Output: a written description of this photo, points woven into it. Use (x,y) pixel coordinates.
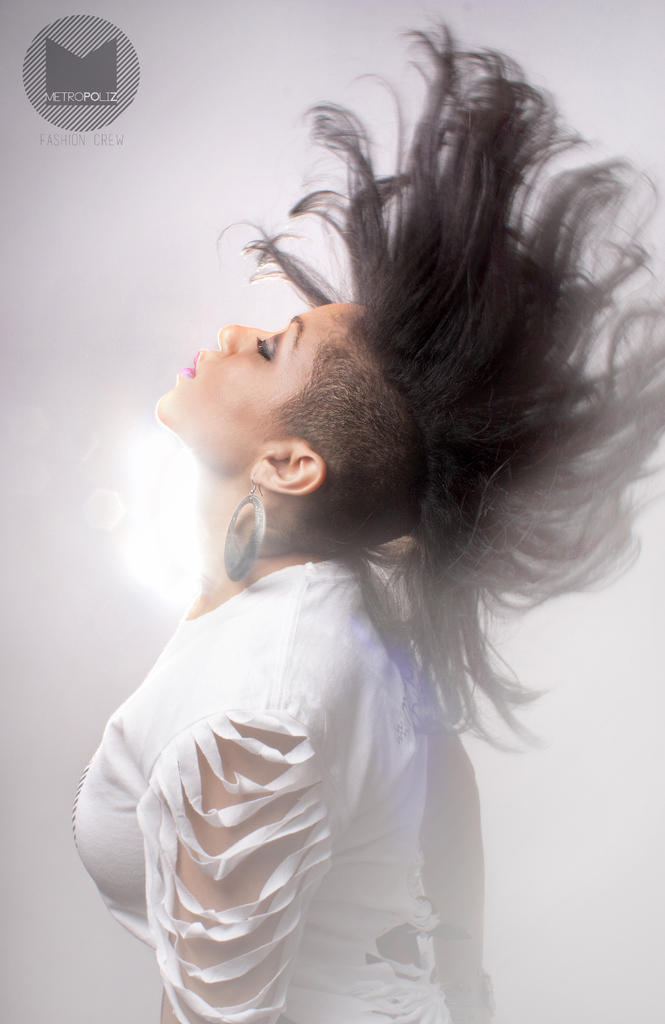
In this image I can see the person (273,623) and the person (304,773) is wearing white color dress (330,721) and the background (40,607) is in white color.
